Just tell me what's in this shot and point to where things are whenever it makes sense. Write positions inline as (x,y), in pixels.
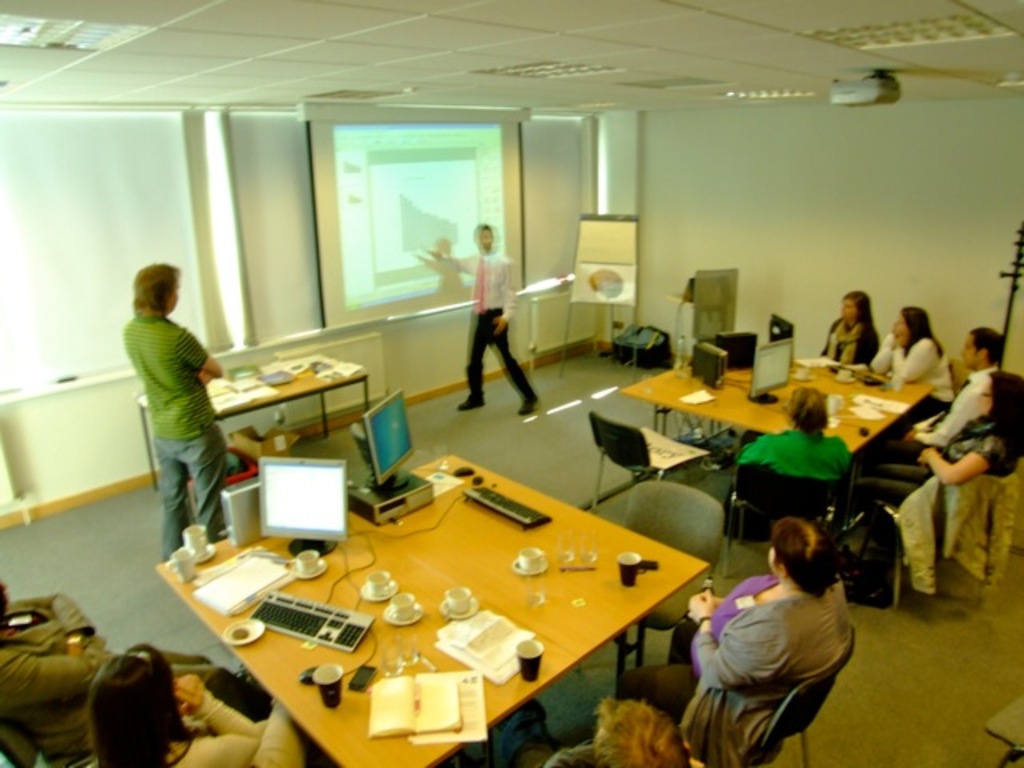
The person (490,278) wearing white shirt (488,291) is explaining something in projector (457,235) and there are group of people (806,447) sitting in black chairs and there is a table (512,611) in front of them and the table (341,596) consists of cups (403,599), monitors (317,520), keyboard (340,633), book (416,693) and there is a person (157,390) wearing green T-shirt (179,387) is standing.
